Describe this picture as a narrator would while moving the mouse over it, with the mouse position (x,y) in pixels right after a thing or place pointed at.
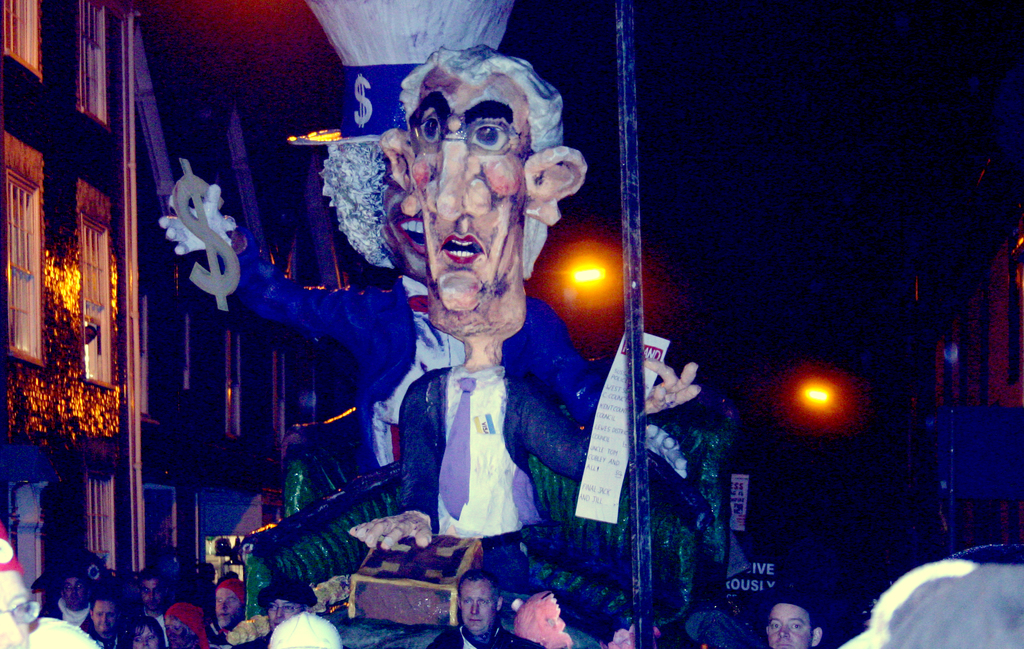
In this image in the front (642,611) there are persons (489,644) and there is a pole (641,500) which is black in colour. In the center (430,383) there is a statue (421,285). On the left side (219,388) there are buildings (146,364). In the background (574,288) there are lights (585,267).
